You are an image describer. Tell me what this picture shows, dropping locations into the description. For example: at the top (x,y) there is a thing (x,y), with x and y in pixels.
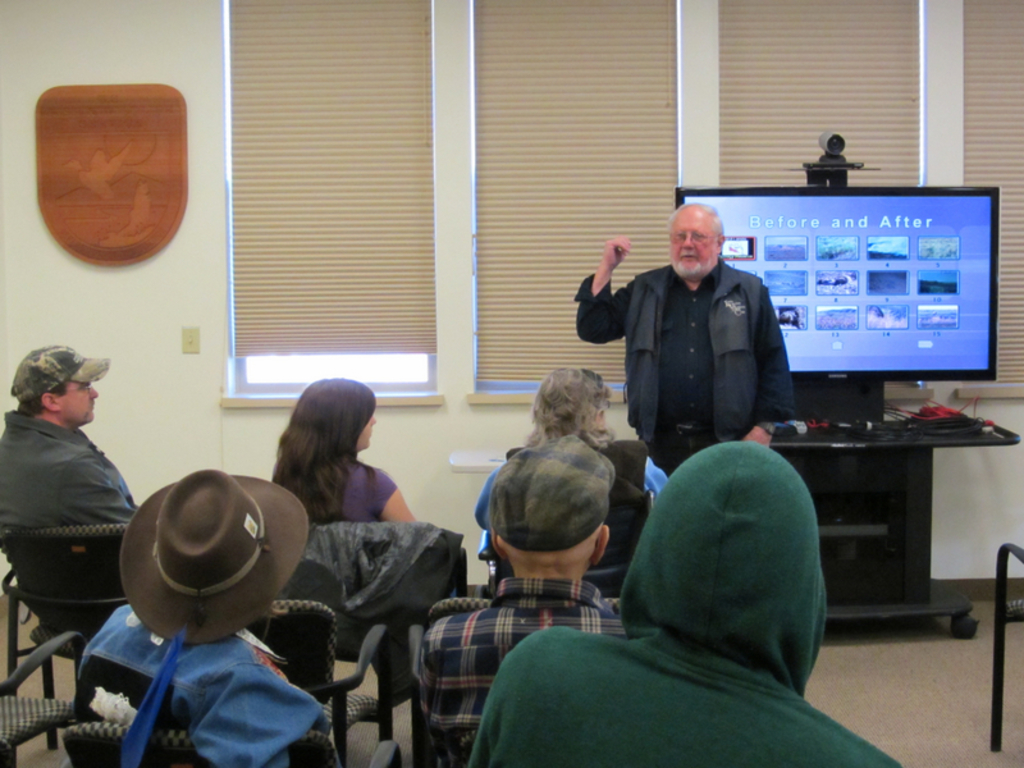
In this picture I can see a person (684,328) standing and raising his hand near the monitor (841,235) which is on the desk (897,491). There are people (316,480) sitting in front of the monitor (871,331) and there is a wall (126,277) and some object (100,137) on it. Also there are windows (424,168) and curtains (550,162).
